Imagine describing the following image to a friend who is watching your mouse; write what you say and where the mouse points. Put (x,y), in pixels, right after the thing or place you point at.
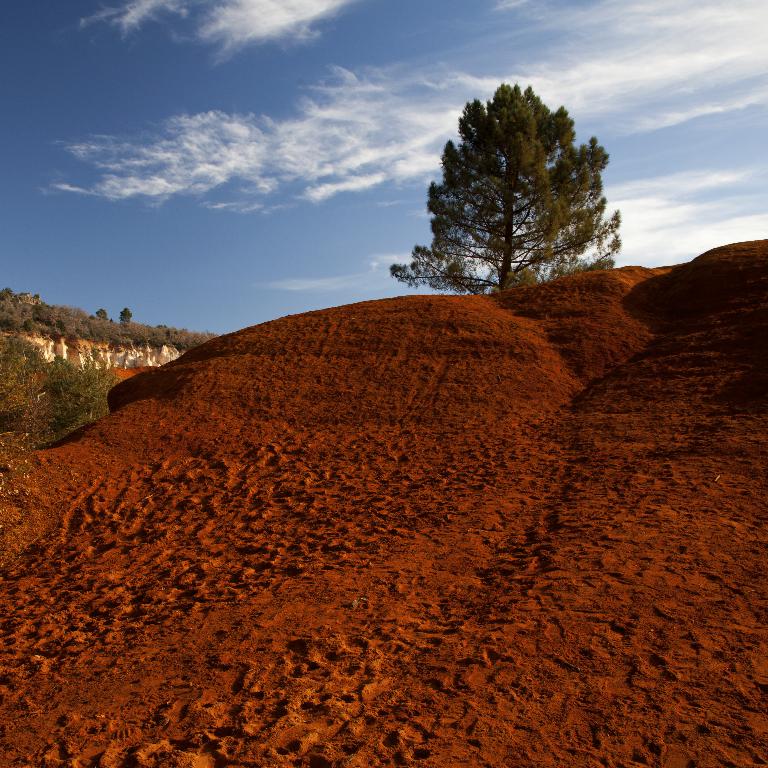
As we can see in the image there is sand (249,416), plants (21,359) and trees (179,331). At the top (126,155) there is sky (100,174) and clouds (618,11).
